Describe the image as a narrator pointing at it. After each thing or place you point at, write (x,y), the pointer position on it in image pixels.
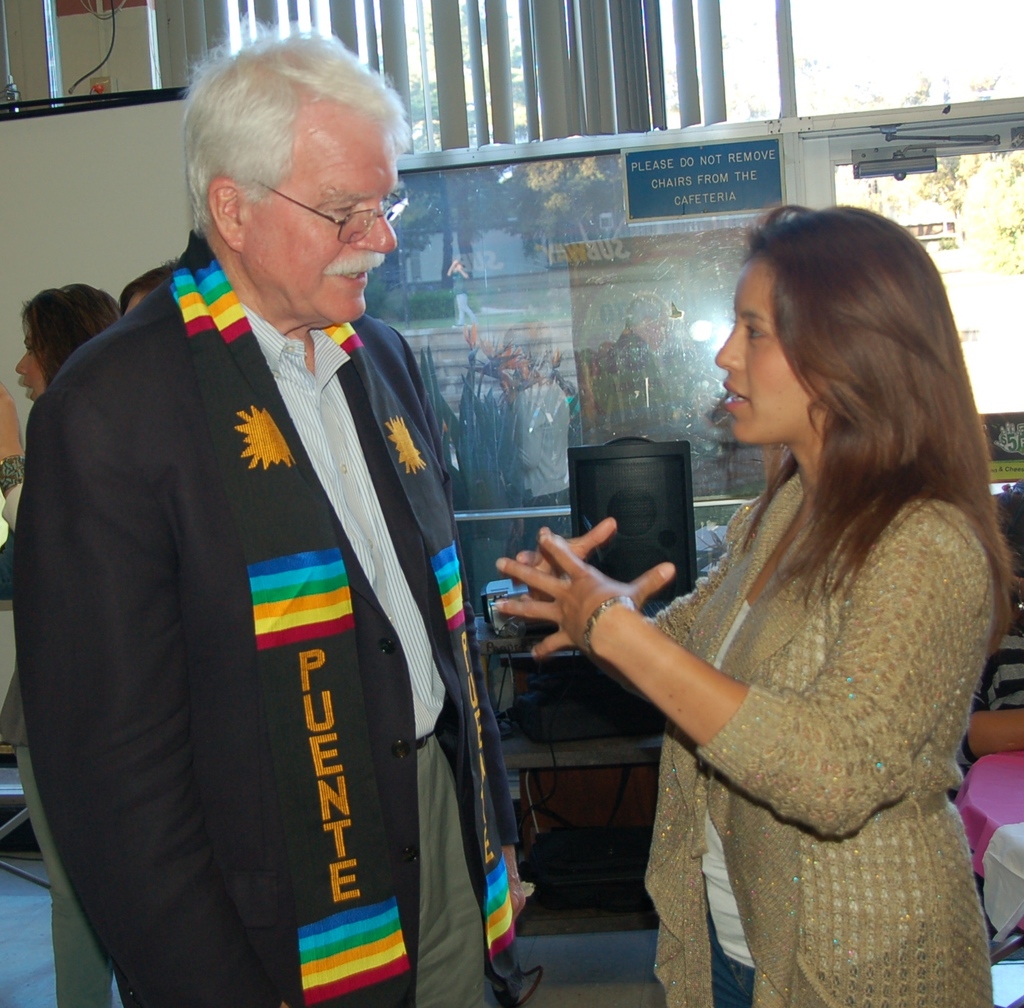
In the image there is a woman (866,629) in tan cardigan (871,732) standing in front of an old man (309,388) in black jacket (255,957) and behind them there is glass wall (972,94) with door (996,174) and a speaker (636,524) in front of it, on the left side (70,318) there is another woman (57,307) visible.
